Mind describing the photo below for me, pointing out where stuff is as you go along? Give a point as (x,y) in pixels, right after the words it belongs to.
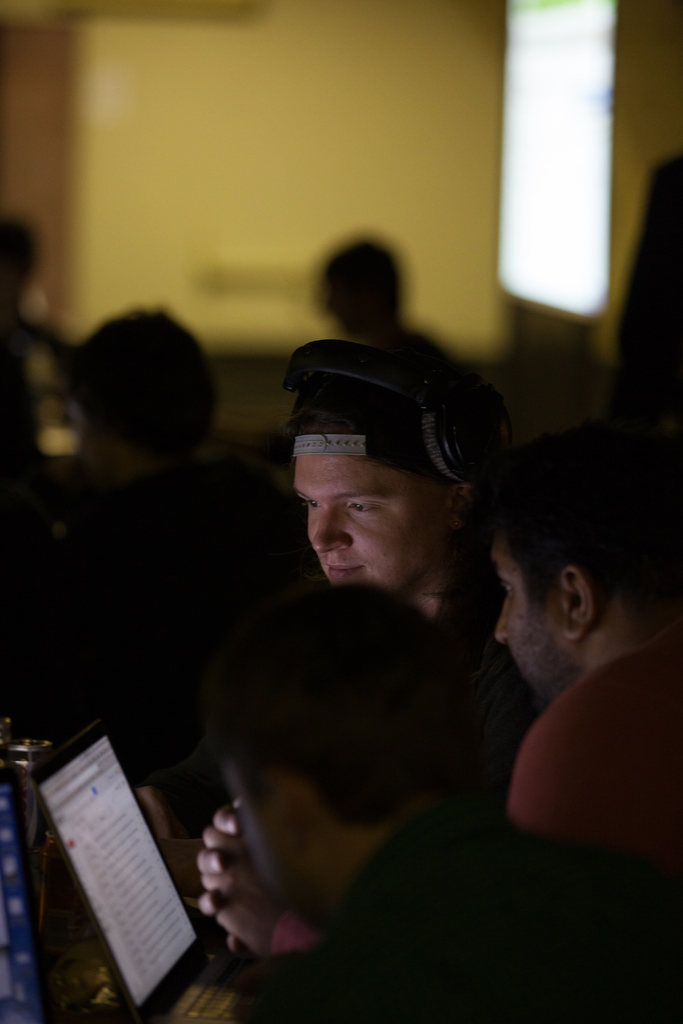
This image consists of three persons (391,799) in the front (316,884) are using laptop (100,844). we can see a person (420,487) wearing headset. In the background (8,357), there are some persons (211,511) and the background (110,416) is blurred. And we can see a wall (205,235) in yellow color.
